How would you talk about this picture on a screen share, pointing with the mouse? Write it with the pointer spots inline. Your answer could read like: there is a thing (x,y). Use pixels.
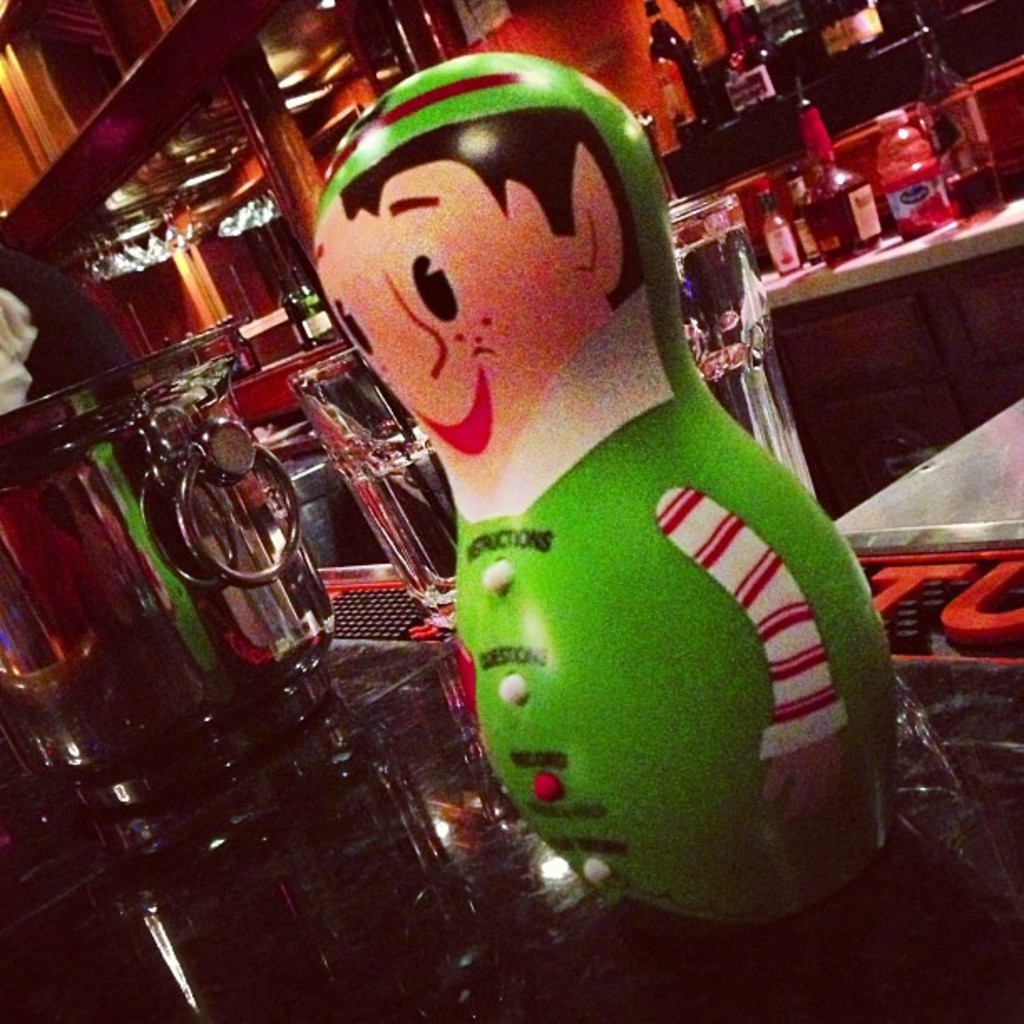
In this picture we can see a toy (679,471) placed on a table (473,950) and in background (903,194) we can see bottles (801,205), handle (249,462), lights (183,240), pillars (248,70).
